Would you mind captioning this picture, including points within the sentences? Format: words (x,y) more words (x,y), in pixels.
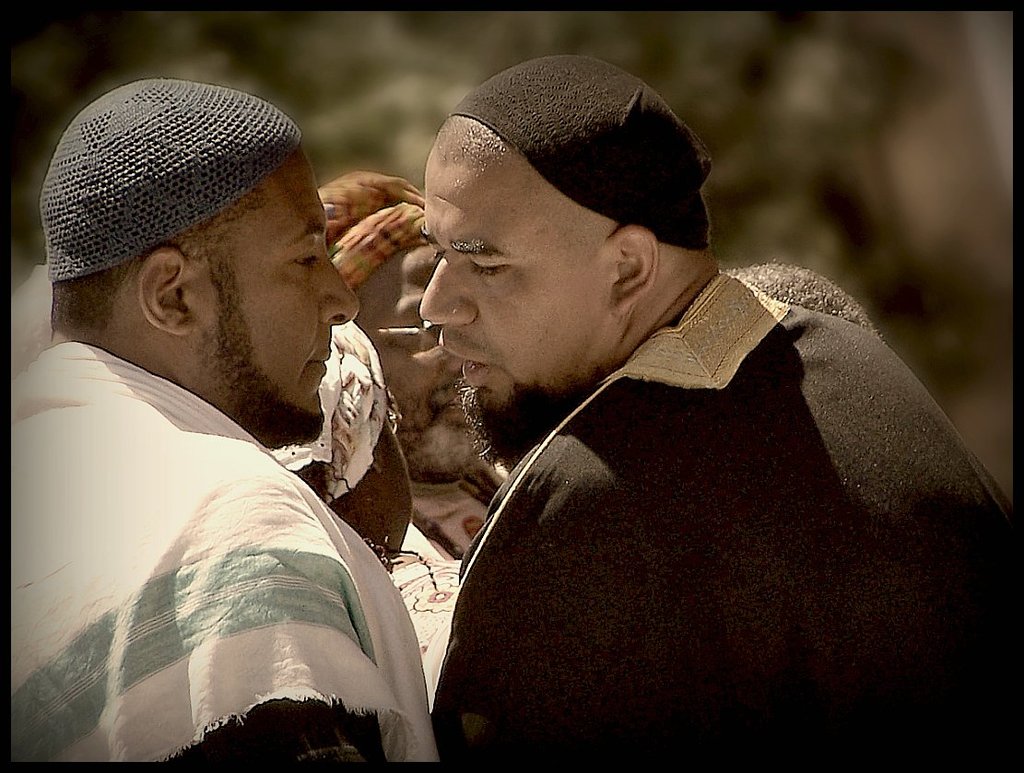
In the image there are few arab men (236,435) standing and the background (325,50) is blurry.
